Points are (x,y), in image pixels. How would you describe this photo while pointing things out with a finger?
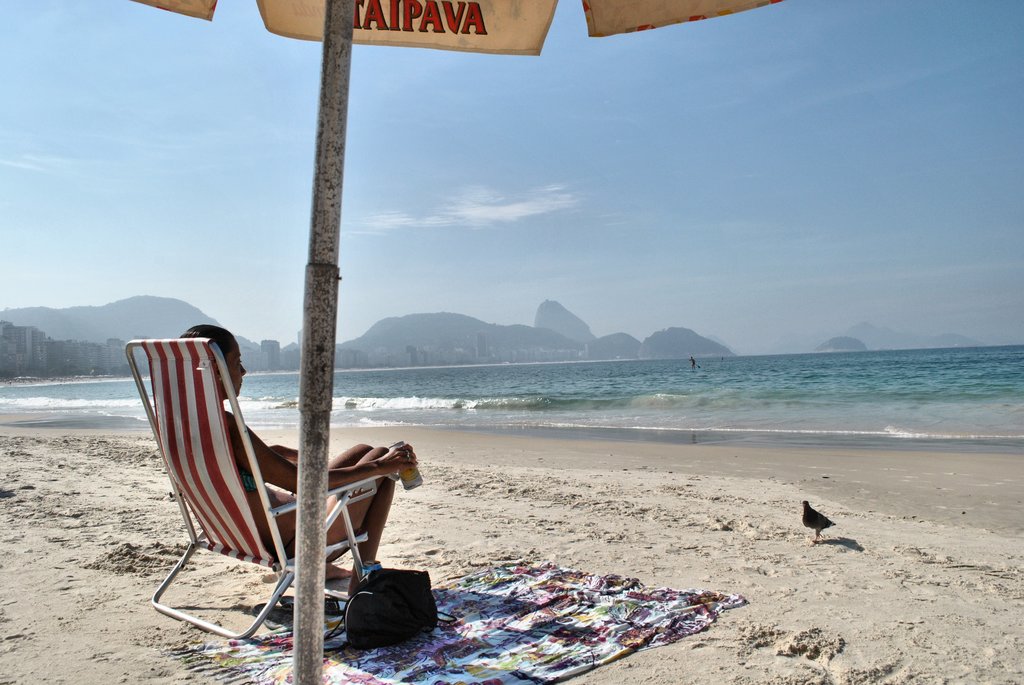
In this picture I can see a human (273,452) seated in the chair (157,436) and I can see a cloth (495,646) on the ground (643,678) and I can see an umbrella (310,651) and a bag (397,581) on the ground (443,561) and I can see a bird (824,523) and a human (692,357) in the water (682,365) and I can see hills (412,325) buildings (18,342) and a blue cloudy sky (637,200).
